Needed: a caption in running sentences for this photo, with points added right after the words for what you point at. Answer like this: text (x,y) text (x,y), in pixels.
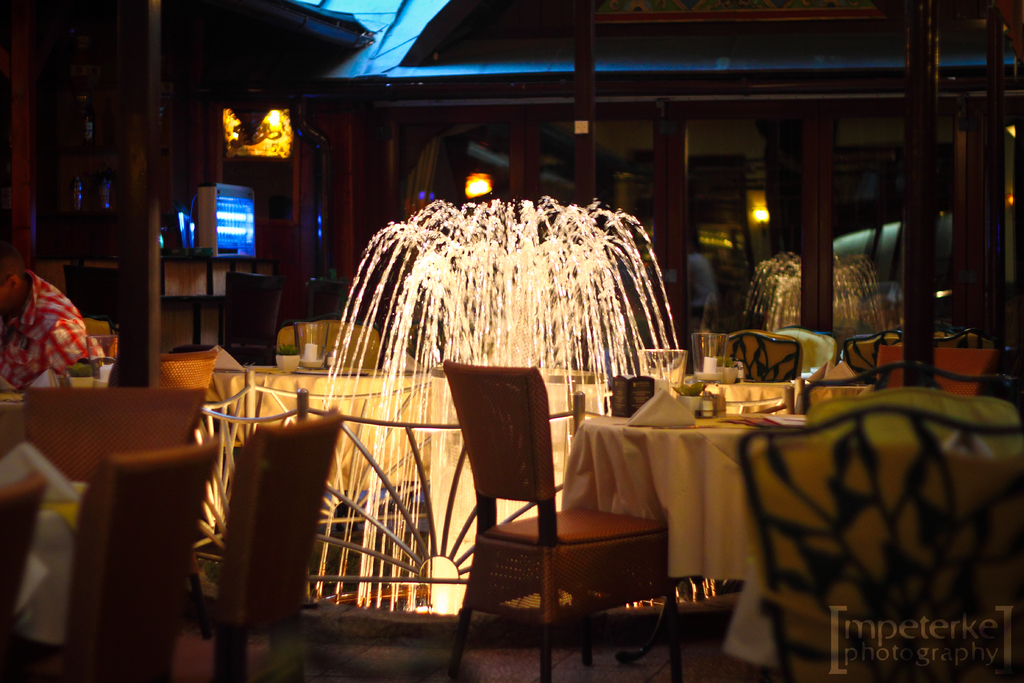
In the center of the image (447,320) we can see water fountain (394,340). On the left side of the image (128,418) we can see table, chairs (72,400), person (47,348) and light (201,194). On the right side of the image (919,479) we can see chairs (525,435), tables (715,479), glass tumblers (644,361), tissues (686,410) and cloth (698,491). In the background (664,132) we can see doors (959,168).
